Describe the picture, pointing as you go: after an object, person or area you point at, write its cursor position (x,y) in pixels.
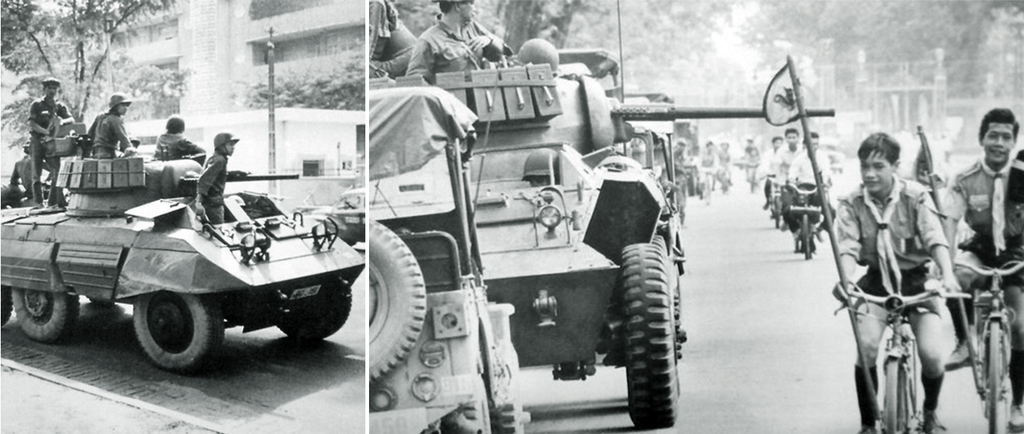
In this, this is a collage picture where we can see a tank (175,252) and persons (122,134) on it and background (144,51) we can see buildings (180,59), trees (83,23), pole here in this picture we can see some persons (968,205) riding bicycle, bikes (806,201).
